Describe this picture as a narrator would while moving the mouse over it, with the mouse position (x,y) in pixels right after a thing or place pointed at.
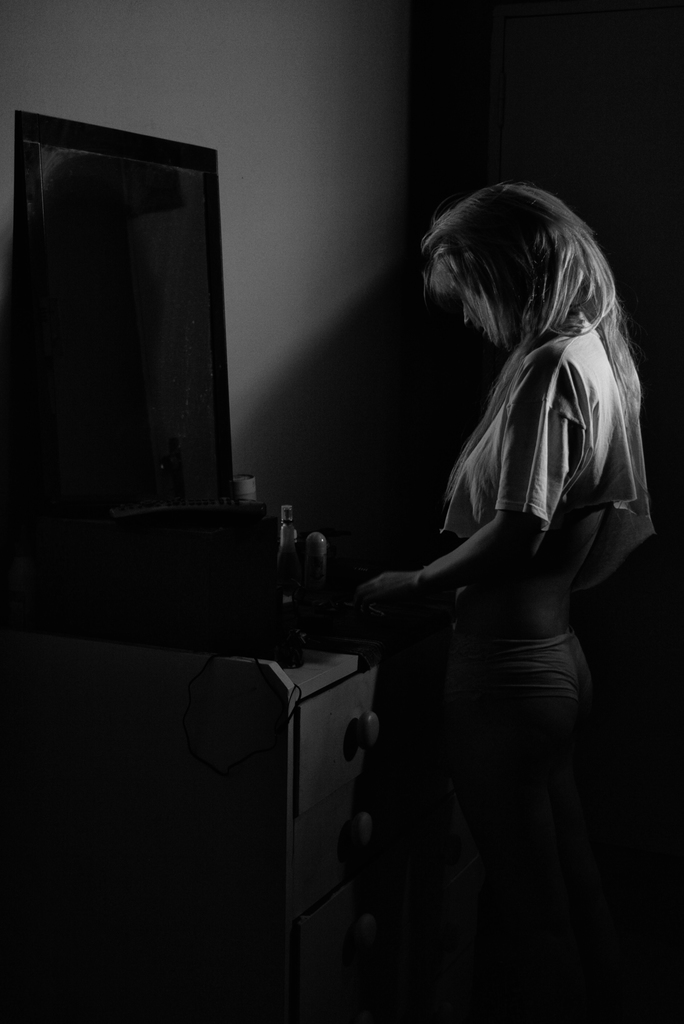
In the foreground of this black and white image, on the right (514,714), there is a woman (514,674) standing in front of a dressing table (169,693) on which, there are few objects (287,565) and drawers (355,865) to the table (331,767). In the background (374,86), there is the wall (343,86).
